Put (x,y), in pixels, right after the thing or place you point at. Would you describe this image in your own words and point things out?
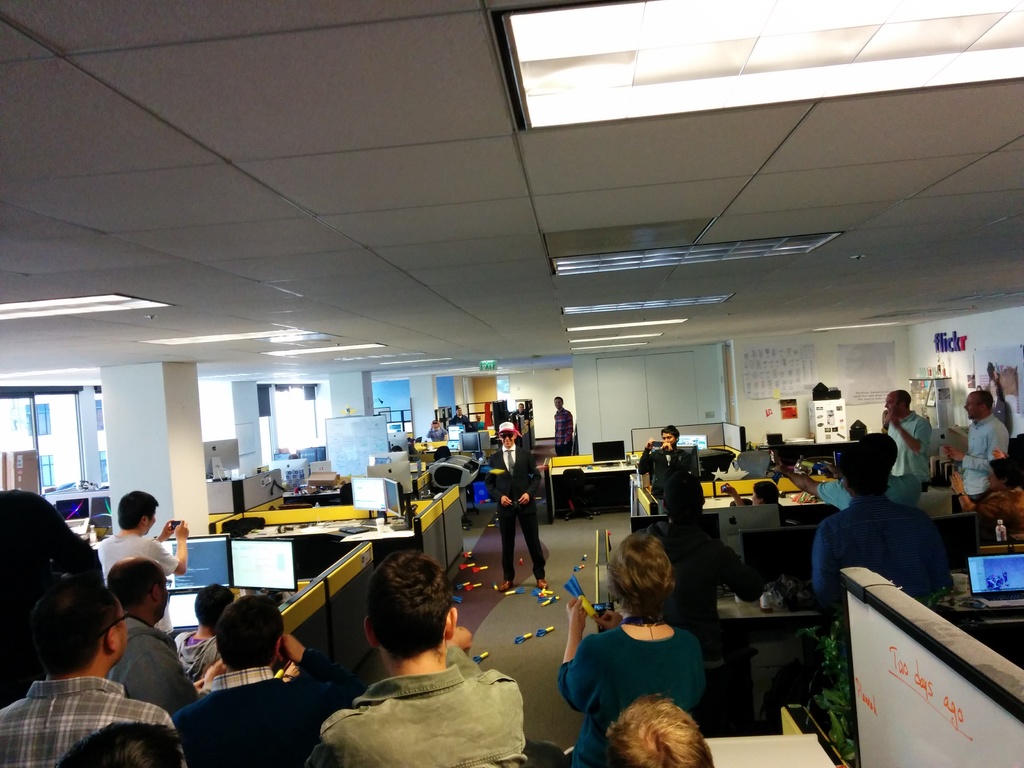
In this picture we can see a group of people (6,715), monitors (195,590), tables (709,495), pillars (152,450), windows (43,451) and some objects (23,479).
